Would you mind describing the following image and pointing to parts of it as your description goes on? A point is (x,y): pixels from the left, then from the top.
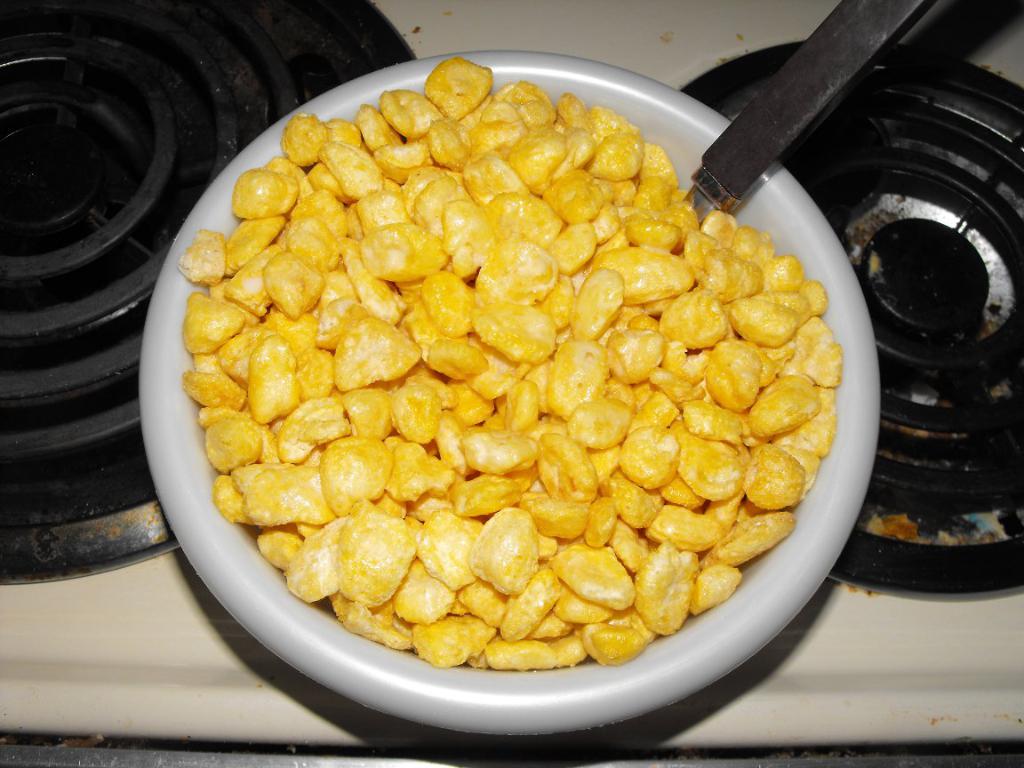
In this image I can see stoves (895,169), spoon (712,191) and a bowl (622,108) in which snacks (332,336) are there. This image is taken may be in a room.
